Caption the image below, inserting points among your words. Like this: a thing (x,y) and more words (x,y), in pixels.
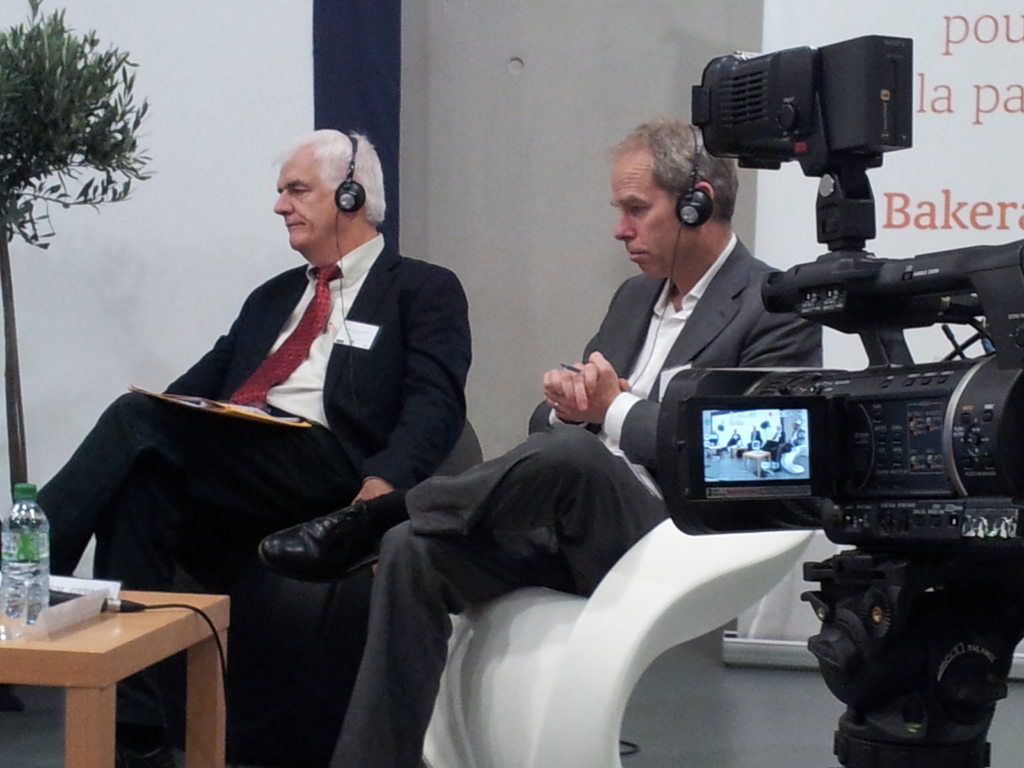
In this picture we can see two persons (493,533) sitting on the chairs (612,707). This is the camera (750,443) and there is a table (109,667). On the table (112,645) there is a bottle (14,627), and mike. On the background (176,265) we can see a wall (216,157). And this is the plant (72,136). Even we can see the screen (969,154) here.
